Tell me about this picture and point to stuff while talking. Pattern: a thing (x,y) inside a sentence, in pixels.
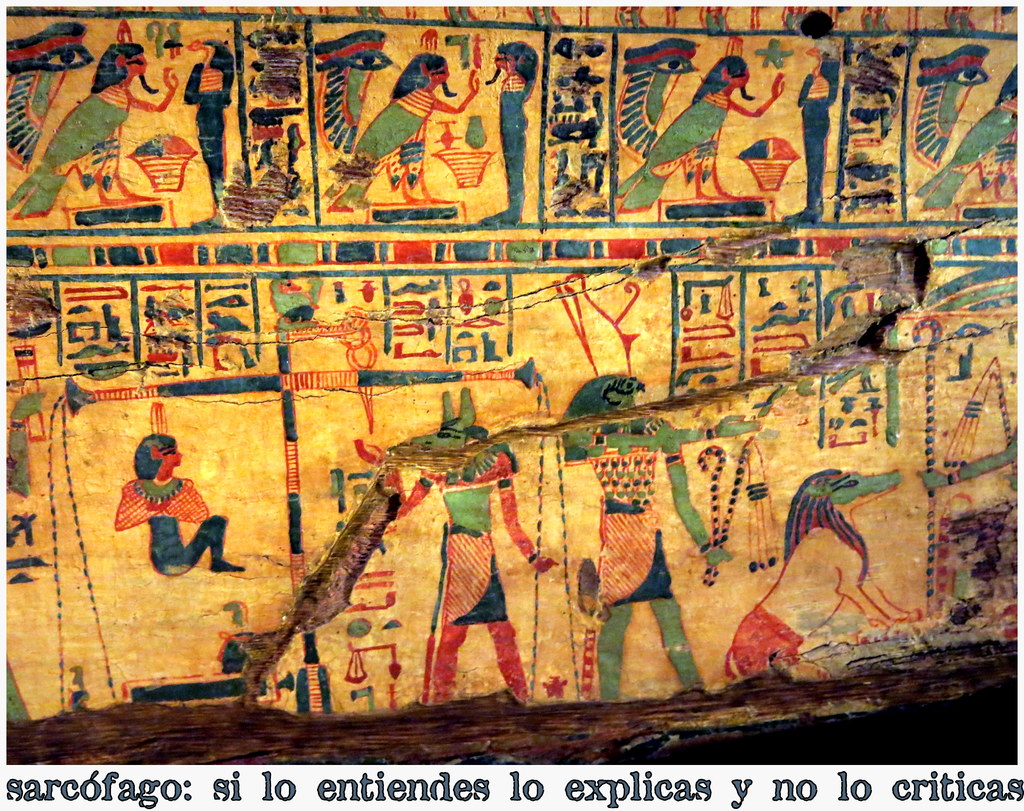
In this image there is a wall (496,303) truncated, there are cracks (245,676) on the wall (776,370), there is a painting (449,433) on the wall (740,269), there is text (143,801) towards the bottom of the image (510,780).
